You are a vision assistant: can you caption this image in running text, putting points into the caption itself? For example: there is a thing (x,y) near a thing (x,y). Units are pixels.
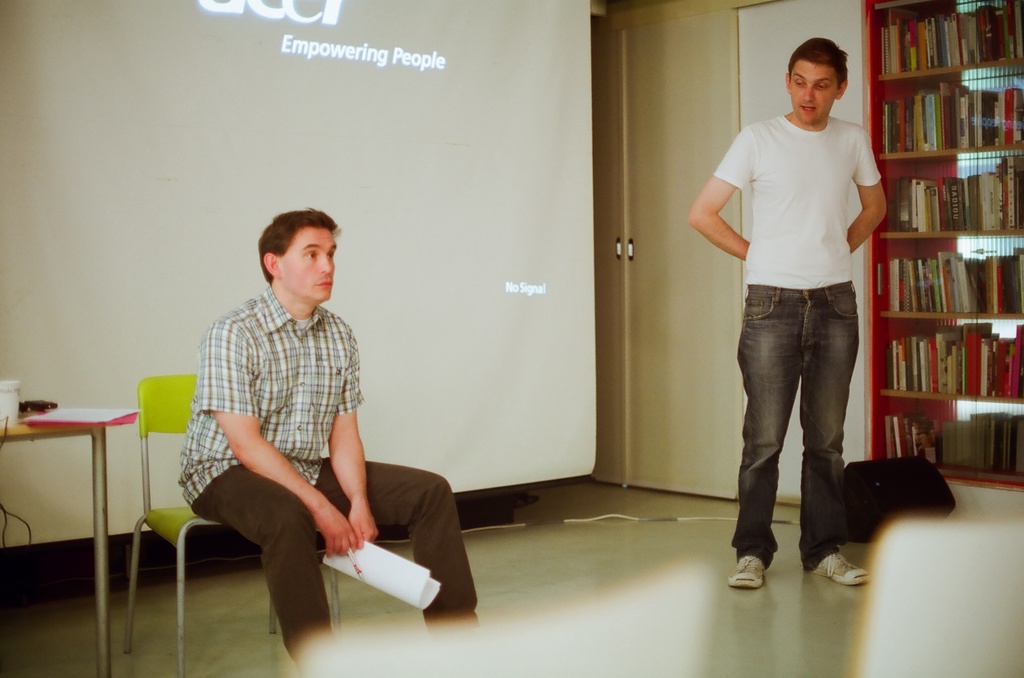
A man (804,72) is standing and speaking looking at another man (274,361) who's sitting with few papers (367,555) in his hand (353,542).
